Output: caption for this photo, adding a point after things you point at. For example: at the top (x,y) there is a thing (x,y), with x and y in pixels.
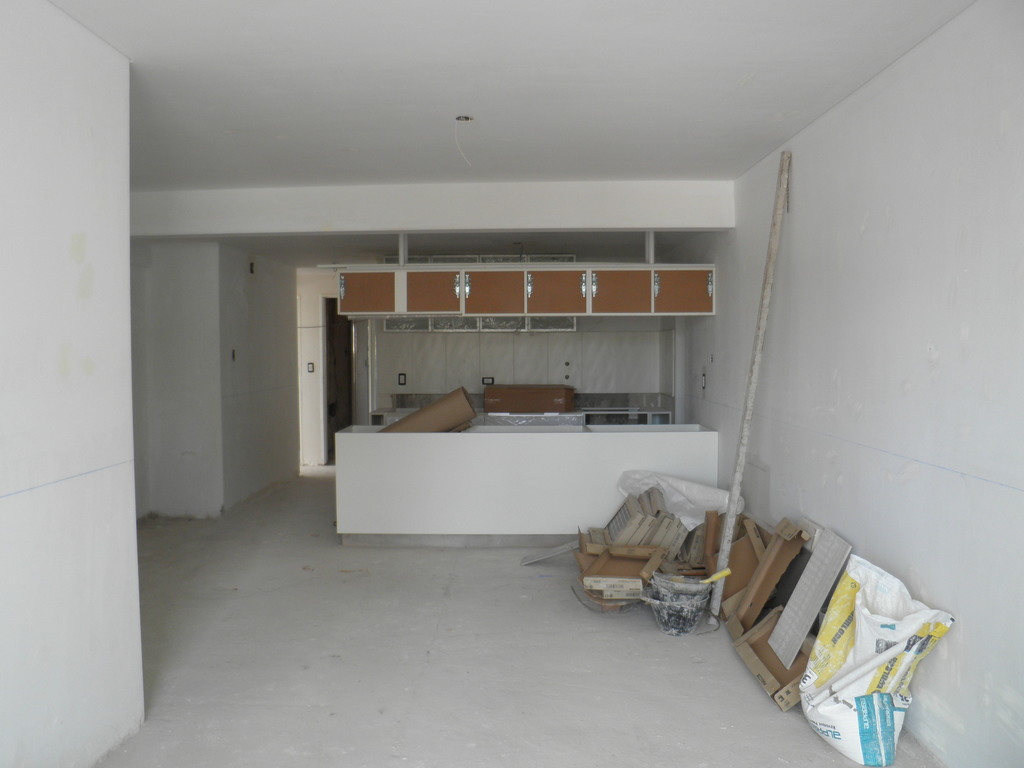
In this image there are a few construction materials (626,579) in a room (552,486), in the background of the image (458,444) there are cupboards (592,288).
